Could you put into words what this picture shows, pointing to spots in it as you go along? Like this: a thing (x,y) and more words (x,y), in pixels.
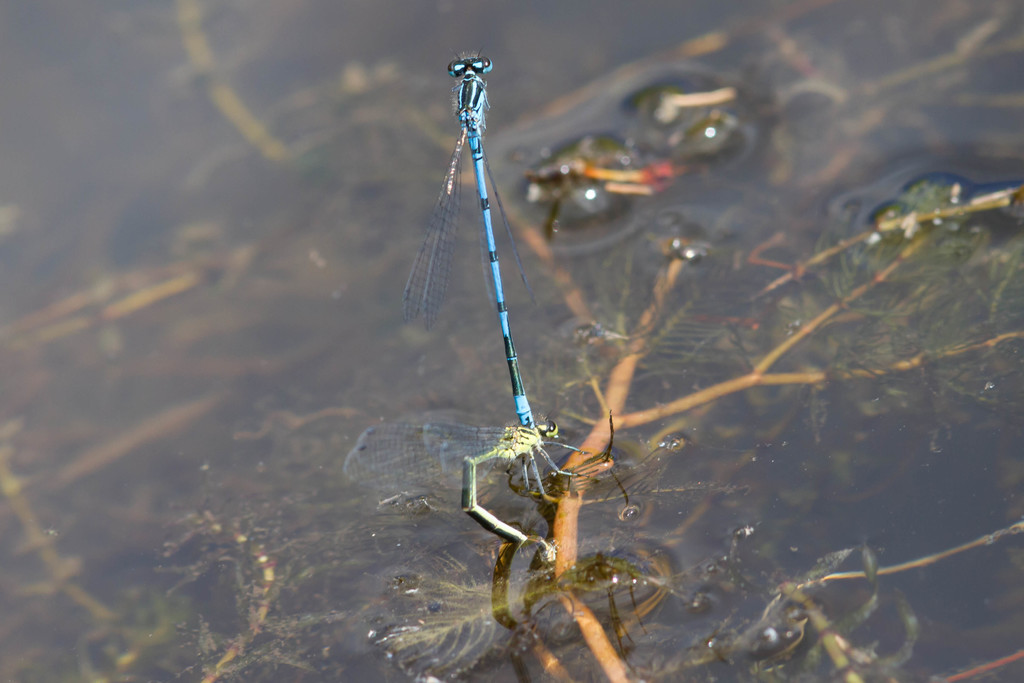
In this image there are insects (524,410), water (586,414), branches (569,512) and leaves (851,330).
